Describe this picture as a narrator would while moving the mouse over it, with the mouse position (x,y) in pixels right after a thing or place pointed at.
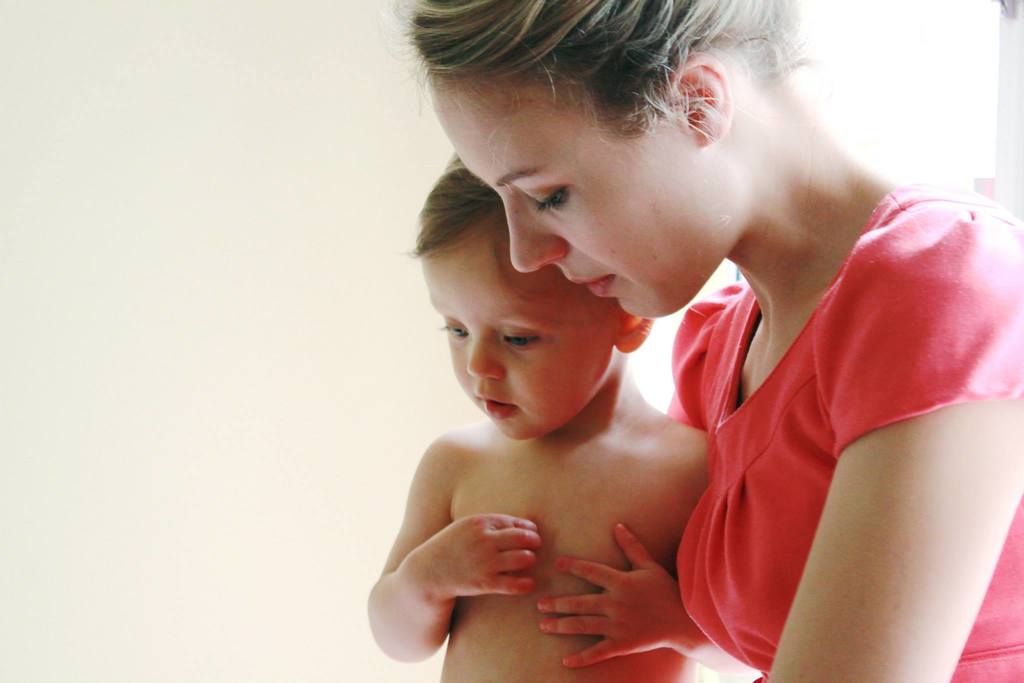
In this image there is one women (713,378) and one boy (538,402), and in the background (218,381) there is wall (233,354).
